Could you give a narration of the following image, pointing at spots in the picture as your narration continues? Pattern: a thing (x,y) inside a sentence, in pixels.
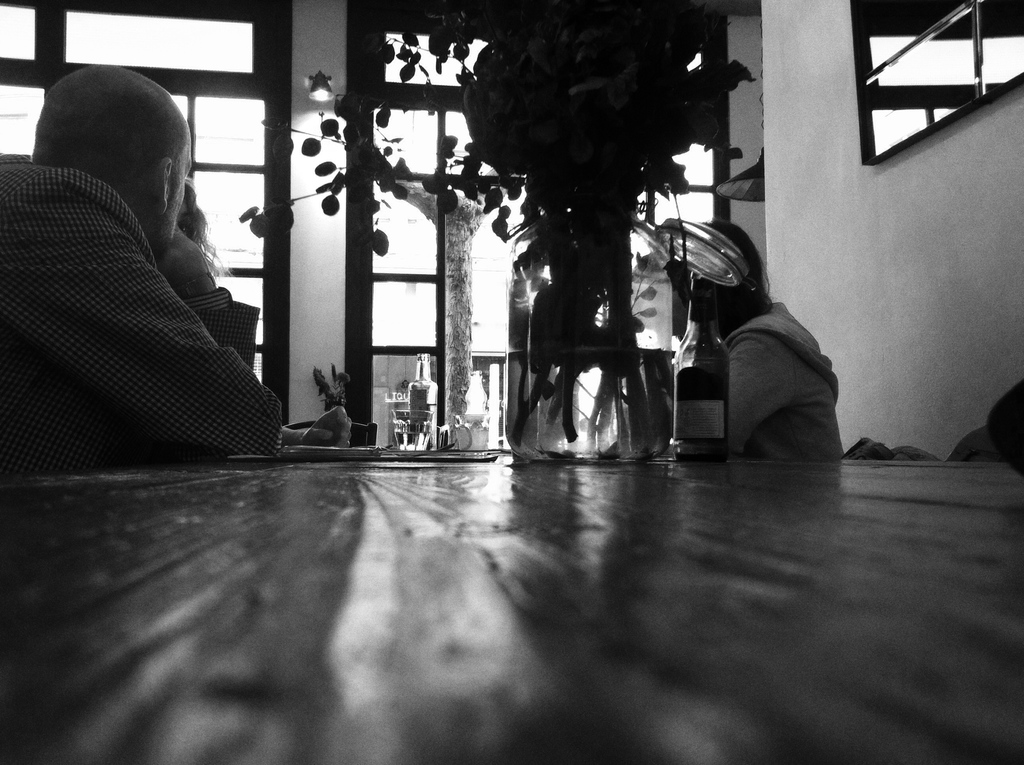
In the image there is a man (137,244) sitting on the left (115,411) is staring at the window (387,254). At the bottom of the image (616,571) there is a table (516,599) and there are bottles (428,442), glasses (425,429) and a flower vase (565,423) which is placed on a table (831,479). On the right (749,395) there is a lady (814,396) sitting. In the background (445,293) we can see a tree (454,264) and windows (222,77).
